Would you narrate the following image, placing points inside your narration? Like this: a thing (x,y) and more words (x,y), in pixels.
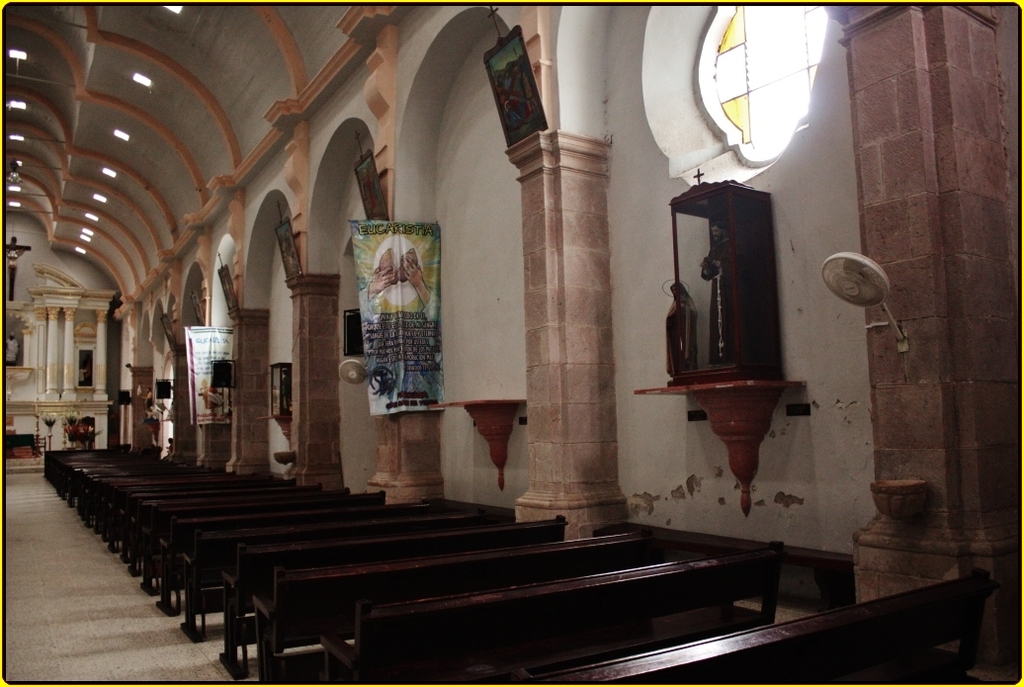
This is an inside view picture of the holy church (258,243). At the top (169,116) we can see ceiling (160,88) and lights (105,172). Far we can see the holy cross (10,289) and the sculptures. On the right side (813,20) we can see banners (430,371), window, frames (536,131), a sculpture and a fan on the wall (817,240). At the bottom (422,608) we can see the benches (294,645) and the floor (109,649).
